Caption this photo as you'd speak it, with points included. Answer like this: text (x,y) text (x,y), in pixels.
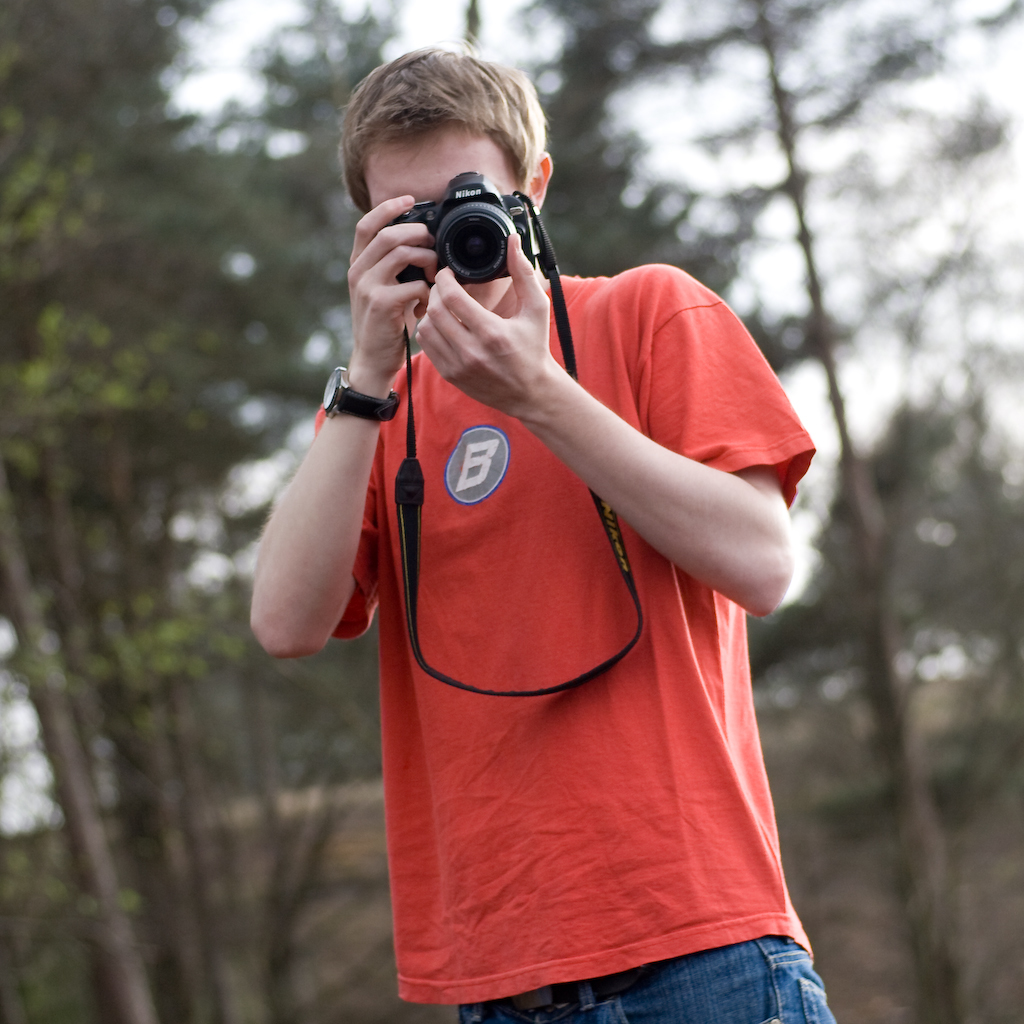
This image is clicked outside. There is a man (515,680) in this image. He is wearing orange color shirt (509,707). He is holding a camera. He is also having a watch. Behind him there are trees (1006,698).
